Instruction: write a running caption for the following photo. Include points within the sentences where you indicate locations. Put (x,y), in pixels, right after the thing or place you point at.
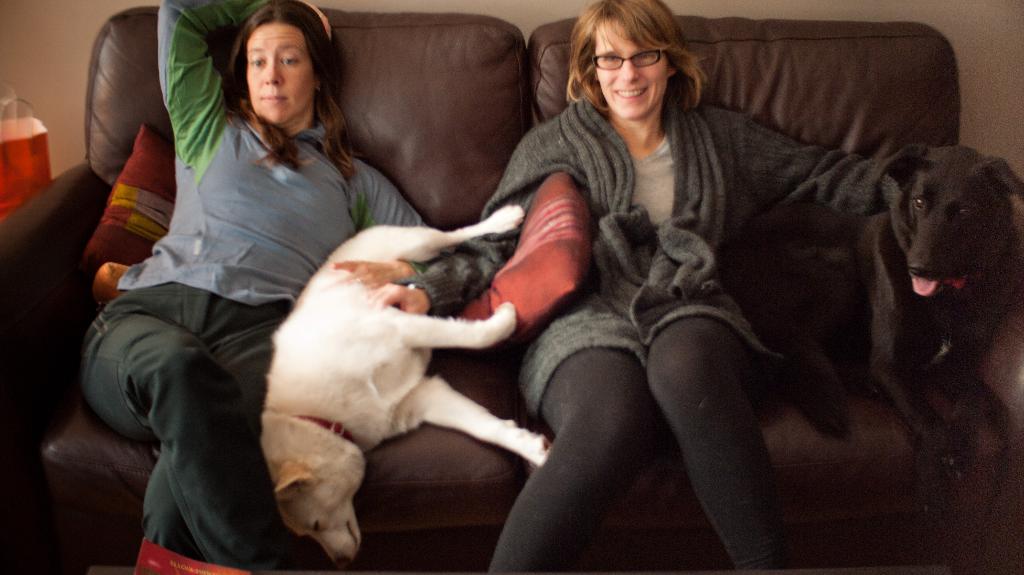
In this image we can see there are two persons (479,289) and dogs (398,350) on the couch (73,210) and there are pillows (117,219). And we can see the wall (64,44) and cover (45,142).
